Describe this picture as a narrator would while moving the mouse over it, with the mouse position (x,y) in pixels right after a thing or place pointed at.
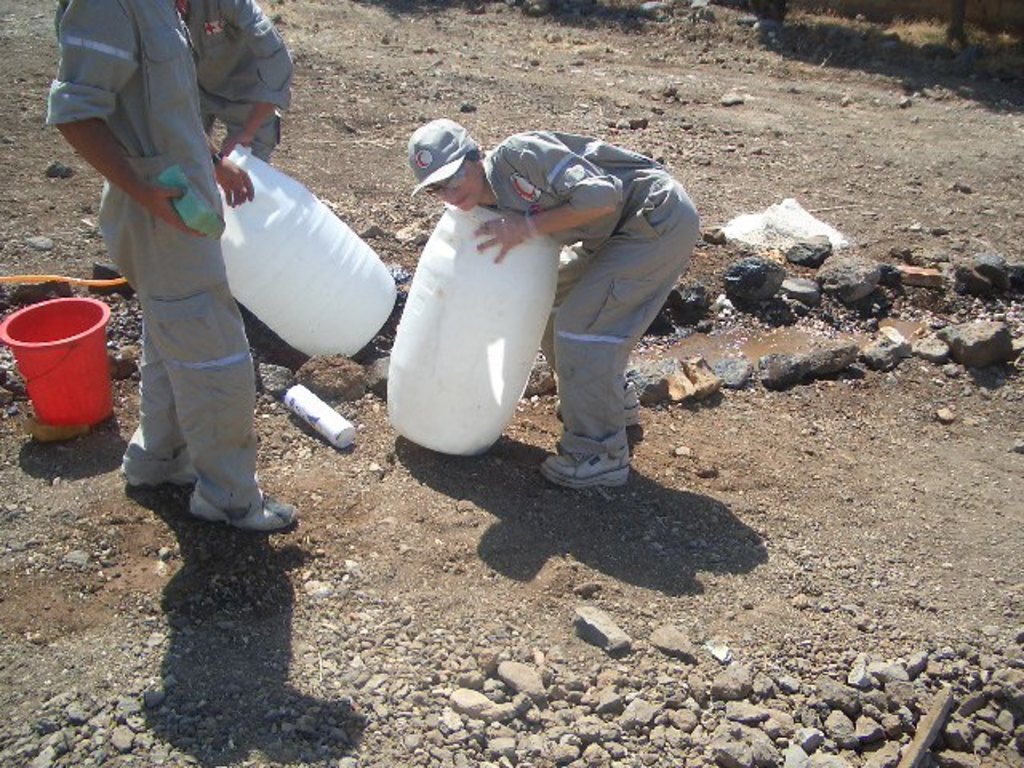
In this image we can see people (646,211) and there are containers (472,359). At the bottom (569,691) there are stones (542,687). On the left (41,403) there is a bucket (55,396). We can see a person's hand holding a sponge (196,214).
